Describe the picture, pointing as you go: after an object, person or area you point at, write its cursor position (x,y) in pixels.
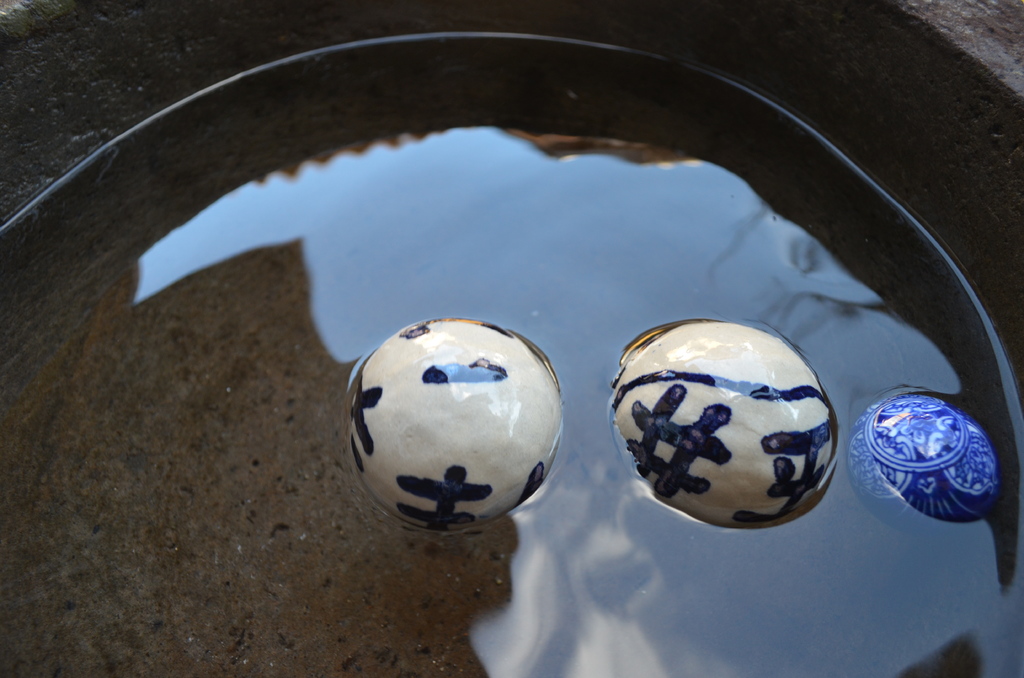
In this image, we can see few balls (436,453) in the water (281,409). Top of the image (11,66), we can see wall (733,70) from left to right. On the water (612,430), we can see reflections (497,261).
